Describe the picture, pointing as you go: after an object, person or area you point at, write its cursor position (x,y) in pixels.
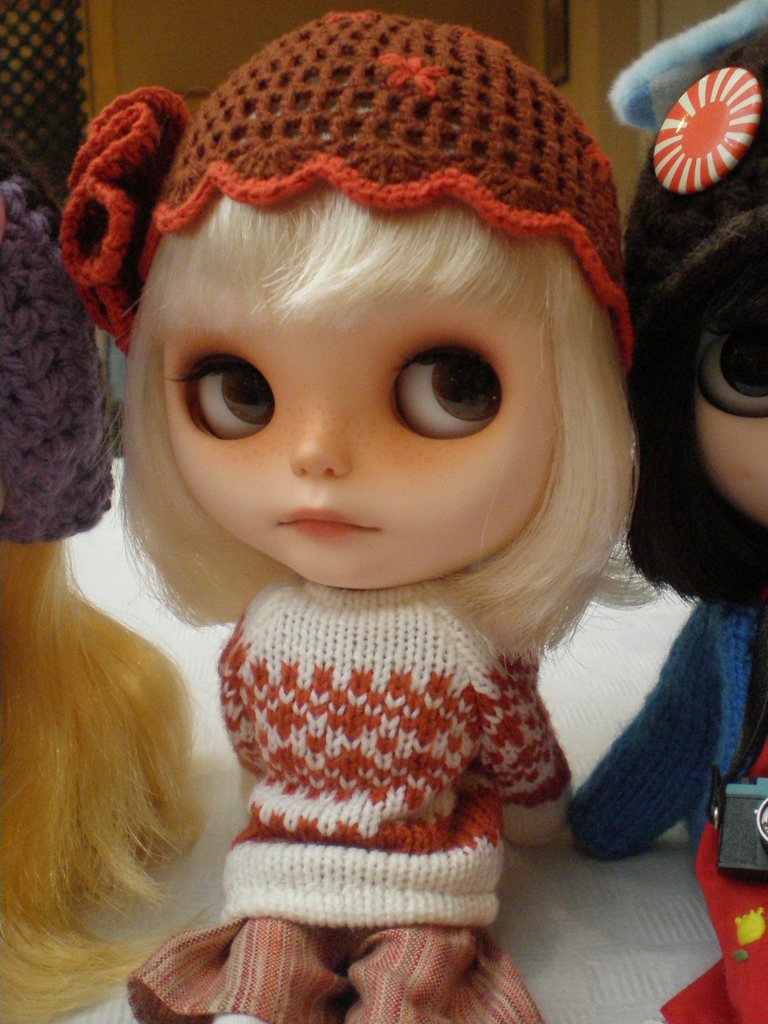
It is a doll (437,576), there is a cap (499,172) on it brown color and also sweater (447,826).
